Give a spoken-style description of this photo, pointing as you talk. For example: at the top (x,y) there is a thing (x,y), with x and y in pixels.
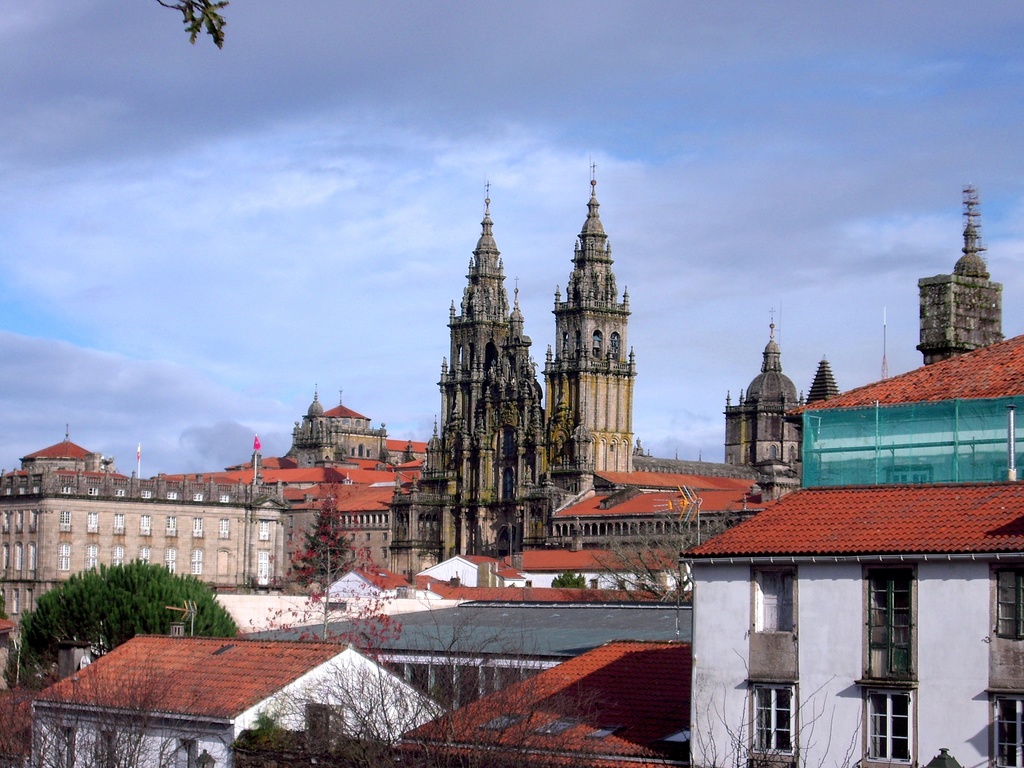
In the image I can see the view of a place where we have some buildings (533,552), houses (435,728), trees (440,757), plants (363,748) to which there are some flowers (313,611).
